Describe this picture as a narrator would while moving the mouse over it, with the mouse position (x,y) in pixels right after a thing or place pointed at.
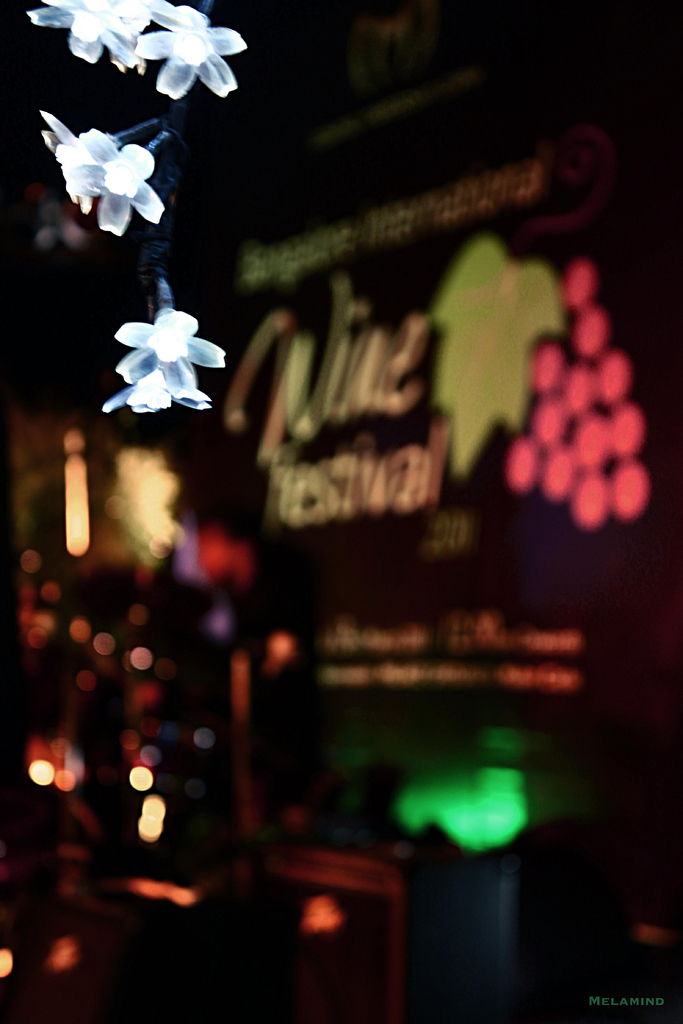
In this picture we can see few flower lights (154,349) in the front (153,57), in the background (314,405) there is some text (415,352), we can see a blurry background (446,327).
